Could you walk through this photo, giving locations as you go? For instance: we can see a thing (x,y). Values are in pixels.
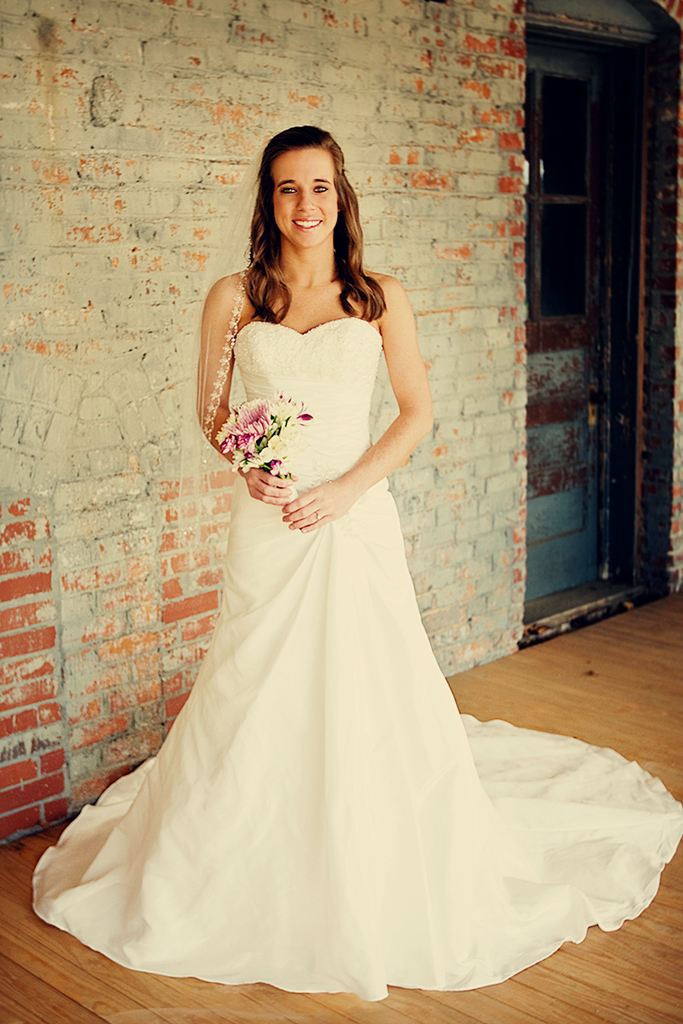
In this image, we can see a woman (379,356) standing and she is smiling, we can see a brick wall (209,183) and there is a wall (474,454).
